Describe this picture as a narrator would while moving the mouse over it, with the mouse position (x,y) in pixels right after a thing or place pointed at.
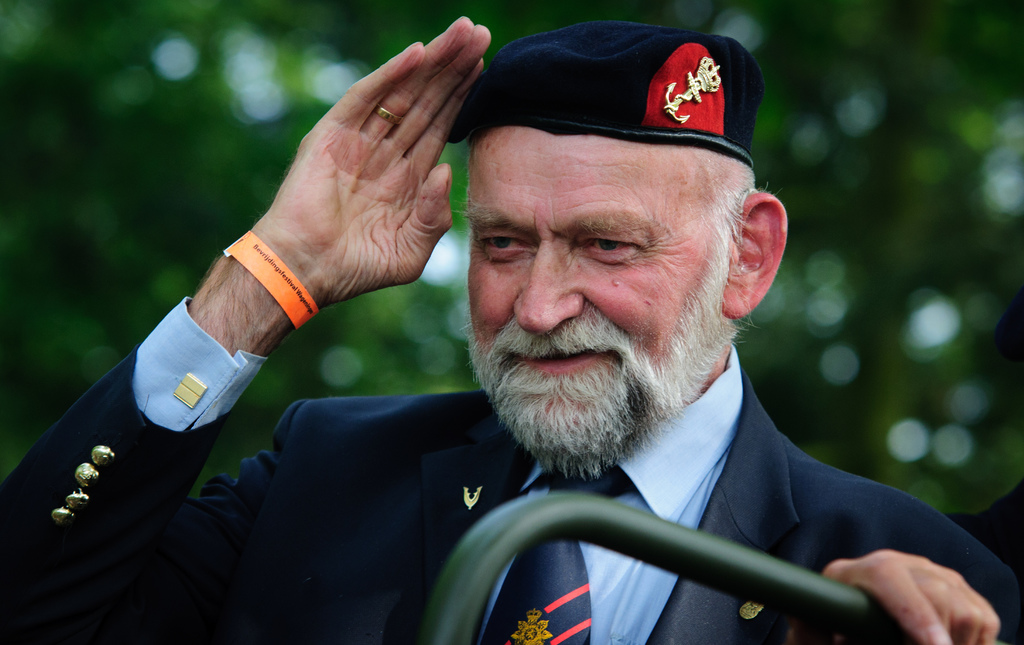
In this image we can see a person (572,152) wearing cap (634,118). At the bottom (574,520) we can see a handle (657,519). In the background (862,168) it is green and blur.
